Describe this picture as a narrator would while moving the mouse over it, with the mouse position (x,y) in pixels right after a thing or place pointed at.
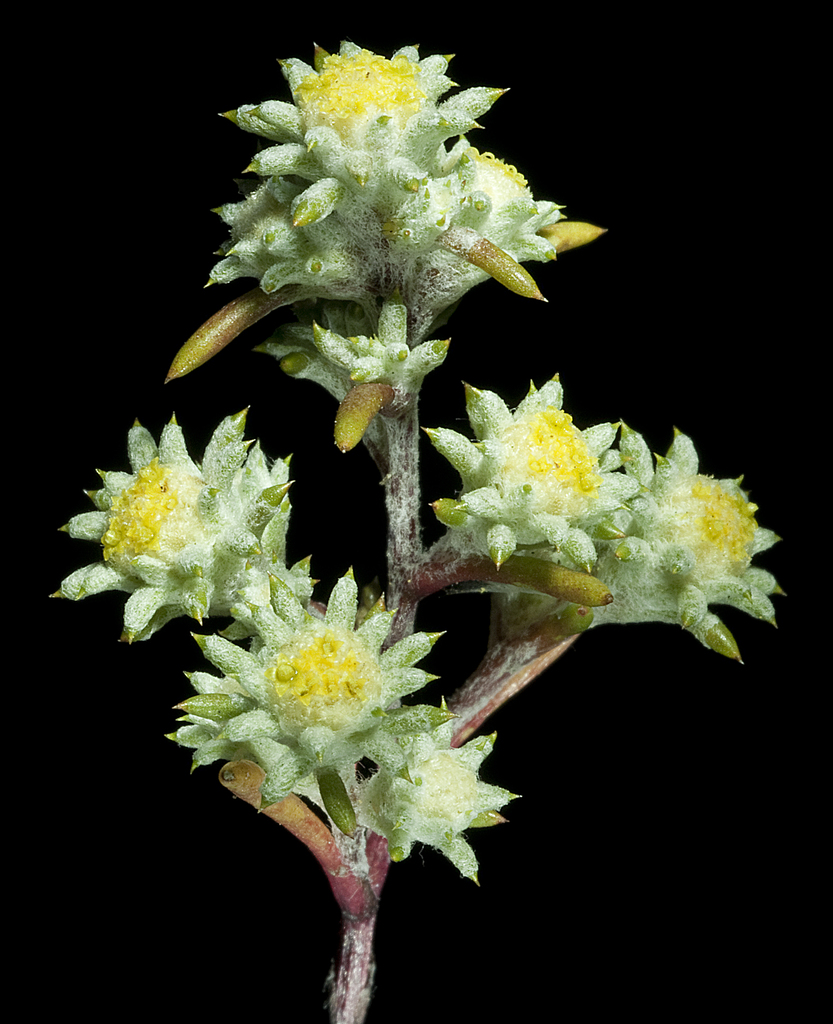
In the picture we can see a plant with different kind of flowers (125,591) to it and behind it we can see dark.
